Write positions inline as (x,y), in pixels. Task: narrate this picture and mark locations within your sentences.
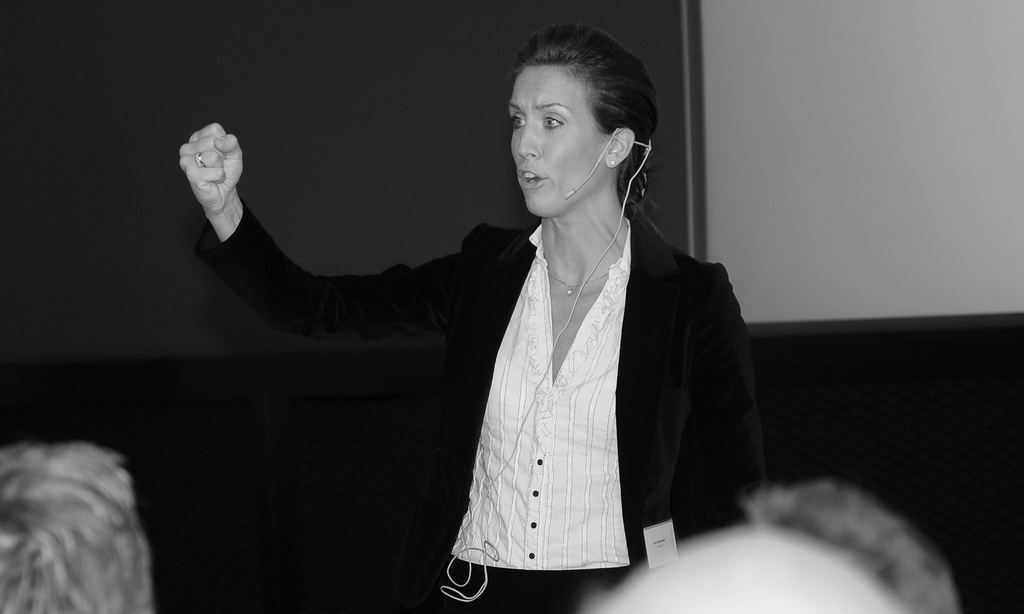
Black and white picture. This person (589,163) wore a mic (615,136) and speaking.
